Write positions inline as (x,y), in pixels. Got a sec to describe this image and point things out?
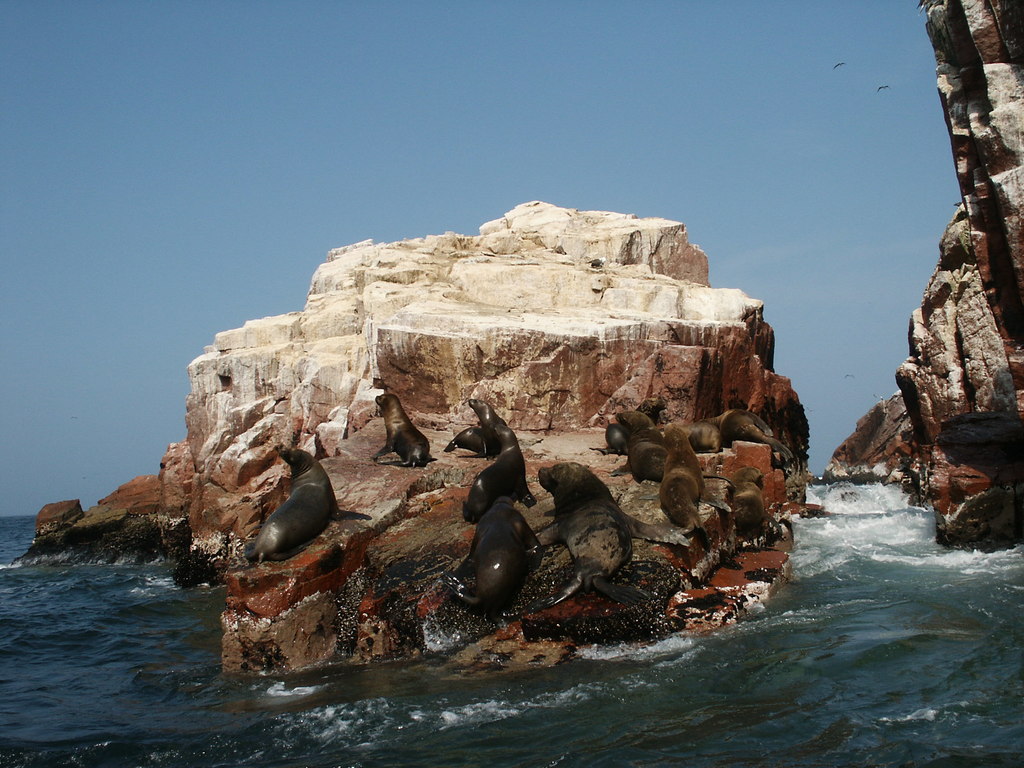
In this image I can see rock (267,344) and on rock (514,381) I can see animals (298,516) and at the top (408,117) I can see the sky (501,174) and I can see the sea (626,653) at the bottom (266,713).
